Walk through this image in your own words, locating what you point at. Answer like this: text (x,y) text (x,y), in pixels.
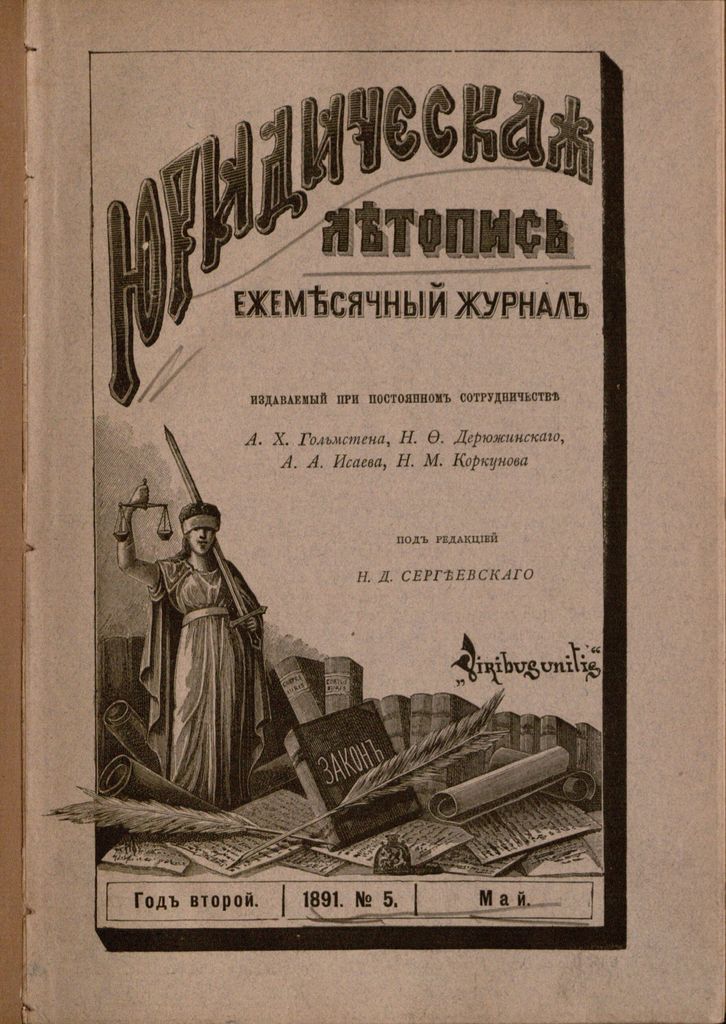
In the image we can see the paper (405,249) and in the paper (391,410), we can see the picture (169,532) of the sculpture (200,604) and the text (370,296).
